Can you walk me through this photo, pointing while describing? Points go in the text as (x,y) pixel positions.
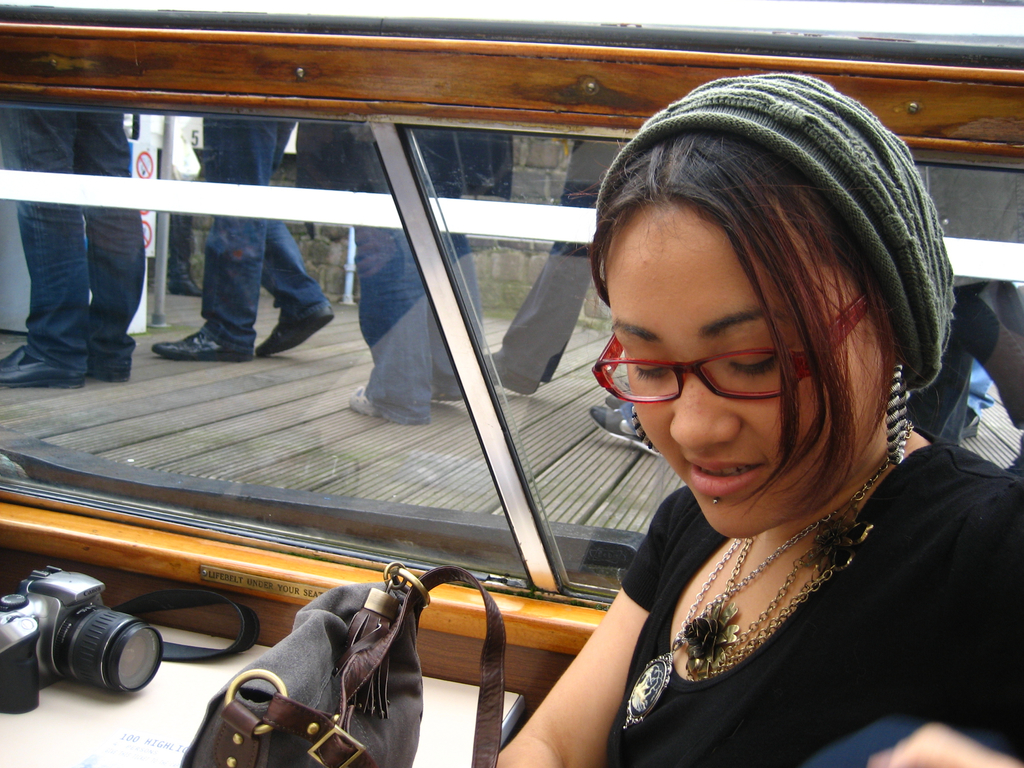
this picture shows a woman (605,220) seated near a window (575,174) and she wore a cap (894,323) on his head (885,310) and a Spectacles (710,359) on her face (790,371) and we can see ornaments (657,662) on her neck (882,451) and a black color T-shirt (1010,723) she wore, and we can see a hand bag (389,763) on the table (463,733) and a camera (202,593) on the table (119,701).
